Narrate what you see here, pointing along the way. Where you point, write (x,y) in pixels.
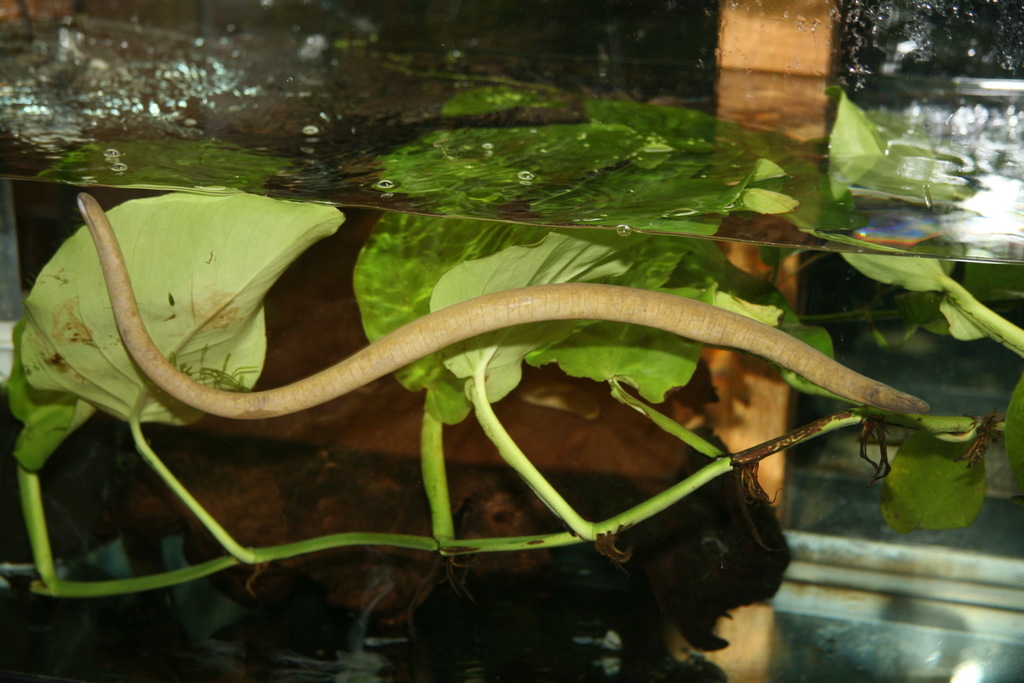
In this image we can see one object (950,382) with water (781,229) which looks like an aquarium (368,226), one plant (49,331) in the water (656,450), one object (113,241) looks like a snake (113,241) in the water (684,530) and two objects (783,35) in the water (572,657).
